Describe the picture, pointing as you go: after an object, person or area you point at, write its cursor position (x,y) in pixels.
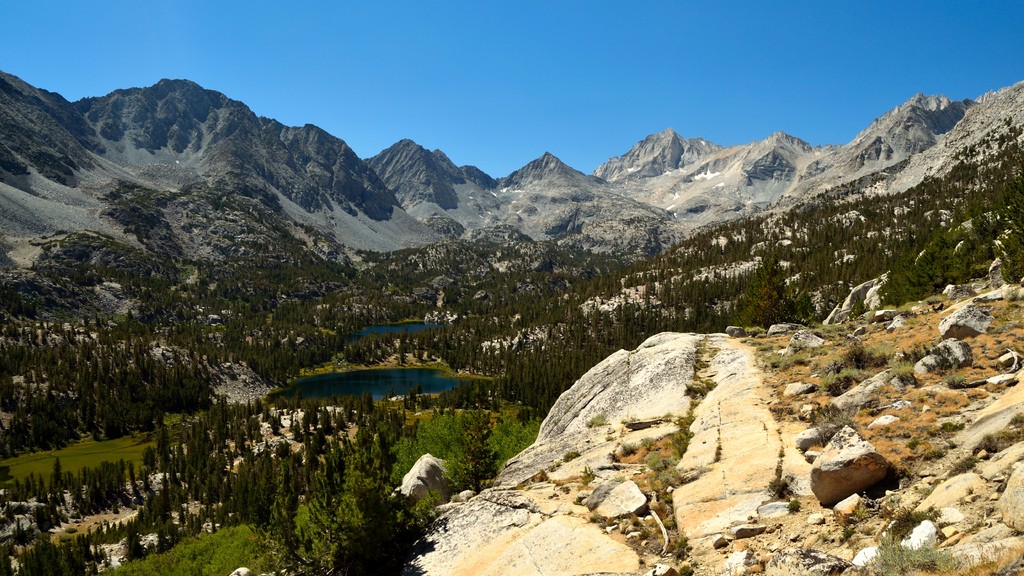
In this picture I can see rocks (1008,459), trees (298,331), water (433,388), mountains (529,187), and in the background (545,78) there is sky (460,73).
